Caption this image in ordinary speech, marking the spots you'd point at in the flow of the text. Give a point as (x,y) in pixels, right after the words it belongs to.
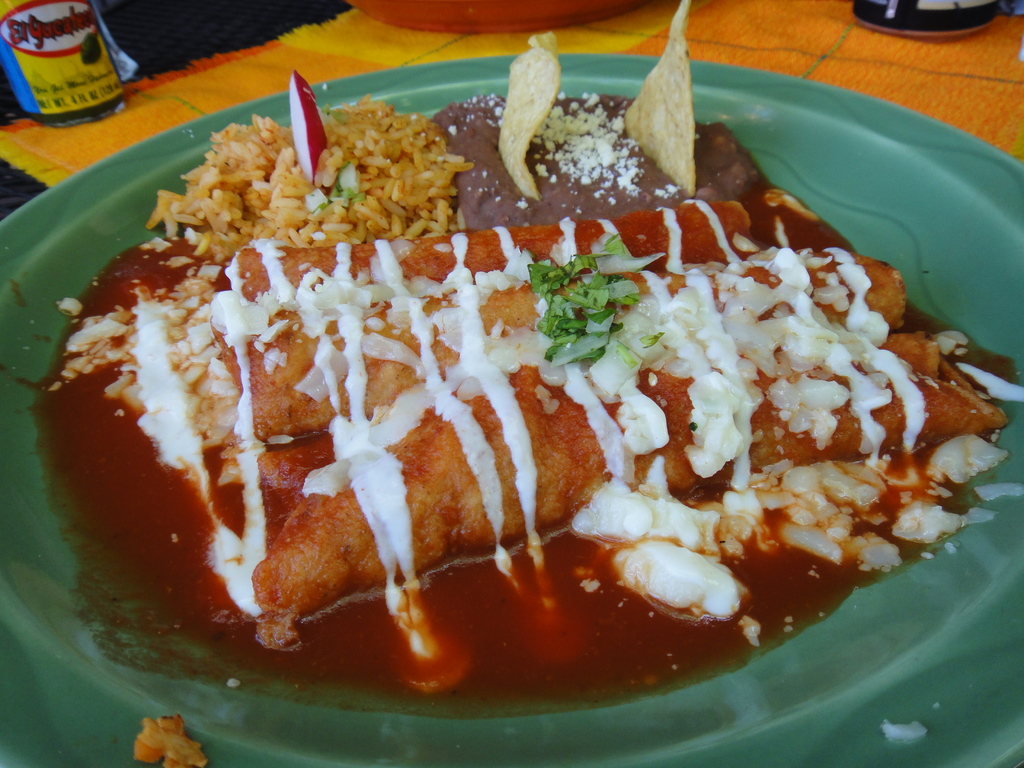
In this image I can see a green colour plate (635,765) in the front (58,643) and on it I can see different types of food (584,365). In the background (240,37) I can see few things (895,11) and on the top left corner of this image (89,17) I can see something is written.
